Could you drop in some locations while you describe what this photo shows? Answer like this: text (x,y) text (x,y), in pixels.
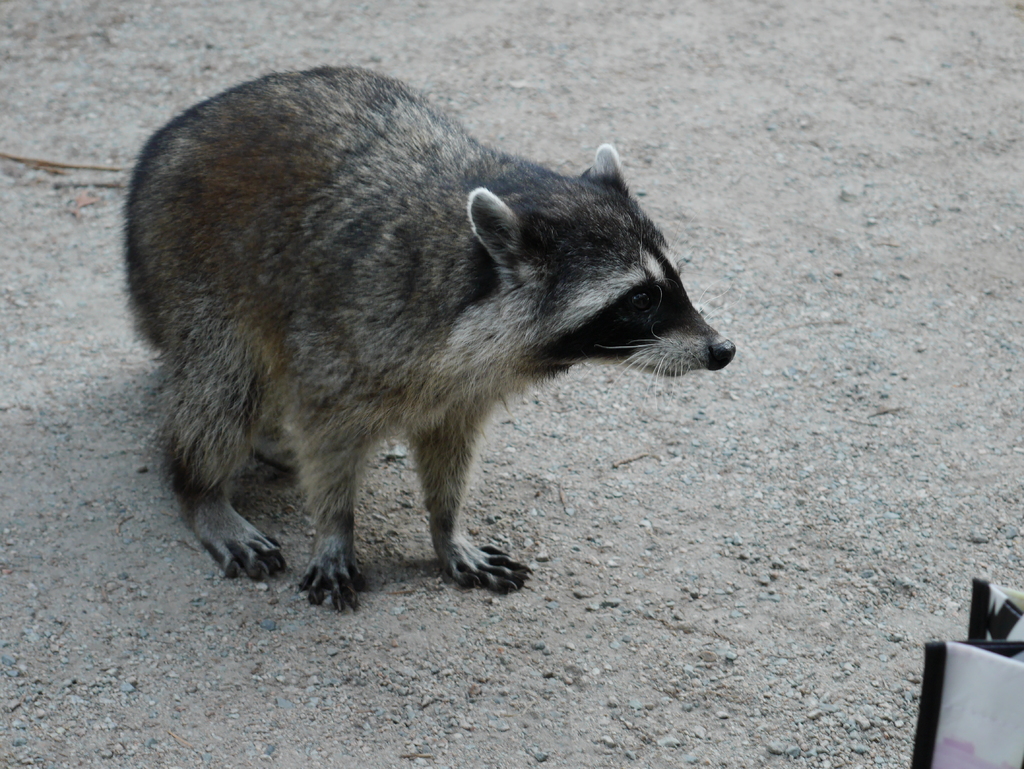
In this image I can see a grey colour racoon (396,216) on ground (106,386). Here I can see a white colour thing (983,696).
